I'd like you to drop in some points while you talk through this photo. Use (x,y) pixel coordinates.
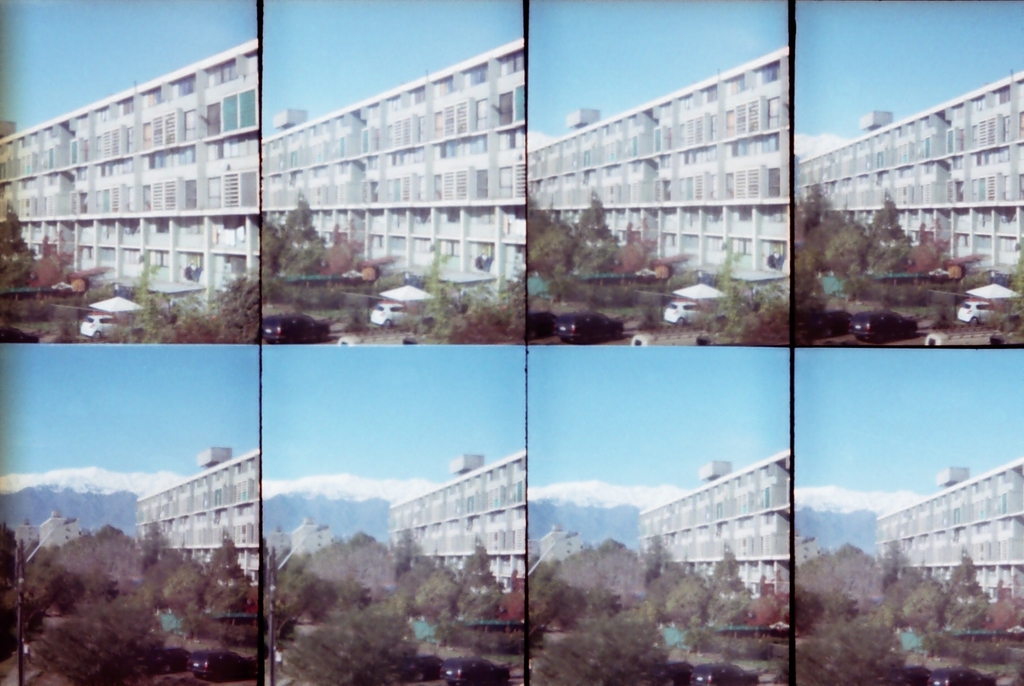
This is a collage image. In this I can see eight pictures of two views. On the right side of this images I can see a building (202,208). At the bottom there are some trees (171,312) and a vehicle (91,324) on the ground (67,328). On the top of the image (72,78) I can see the sky (121,43).
